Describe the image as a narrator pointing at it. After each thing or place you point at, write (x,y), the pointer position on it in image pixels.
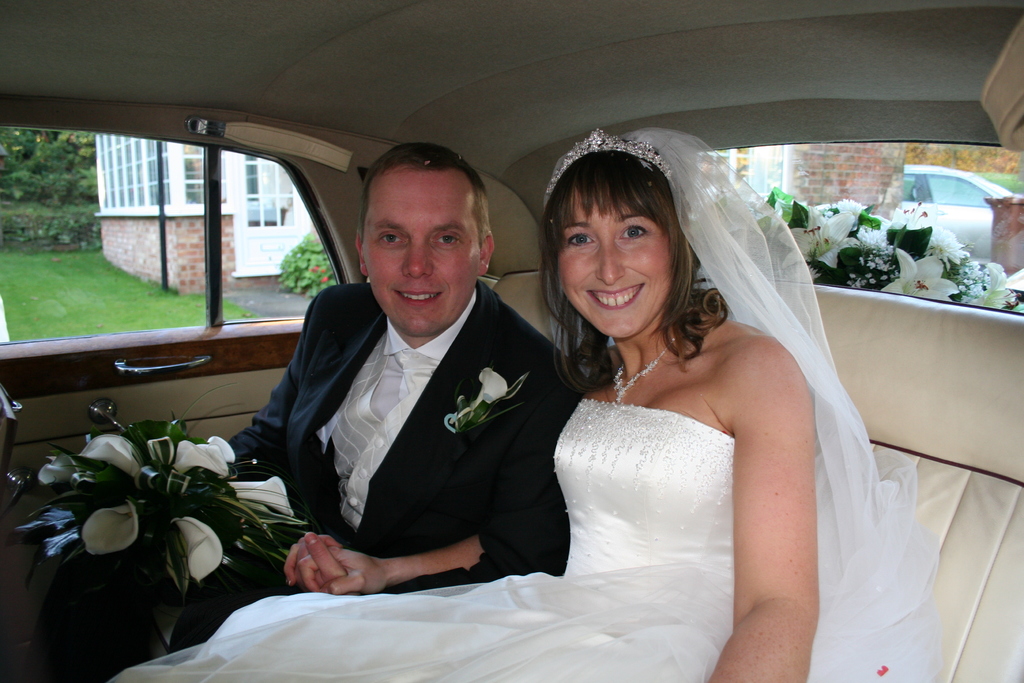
In a picture one woman (764,496) and man (402,461) are seated in a car (343,253) where the person (324,554) is holding a bouquet (251,546), behind them there is another car (954,198) and behind him outside of the car (219,268) there is a one building (203,235) surrounded by trees (52,187) and grass (101,299). The woman (358,638) is wearing a white gown (573,597) with tiara (633,150) on her head (617,152) along with a veil (828,396).
